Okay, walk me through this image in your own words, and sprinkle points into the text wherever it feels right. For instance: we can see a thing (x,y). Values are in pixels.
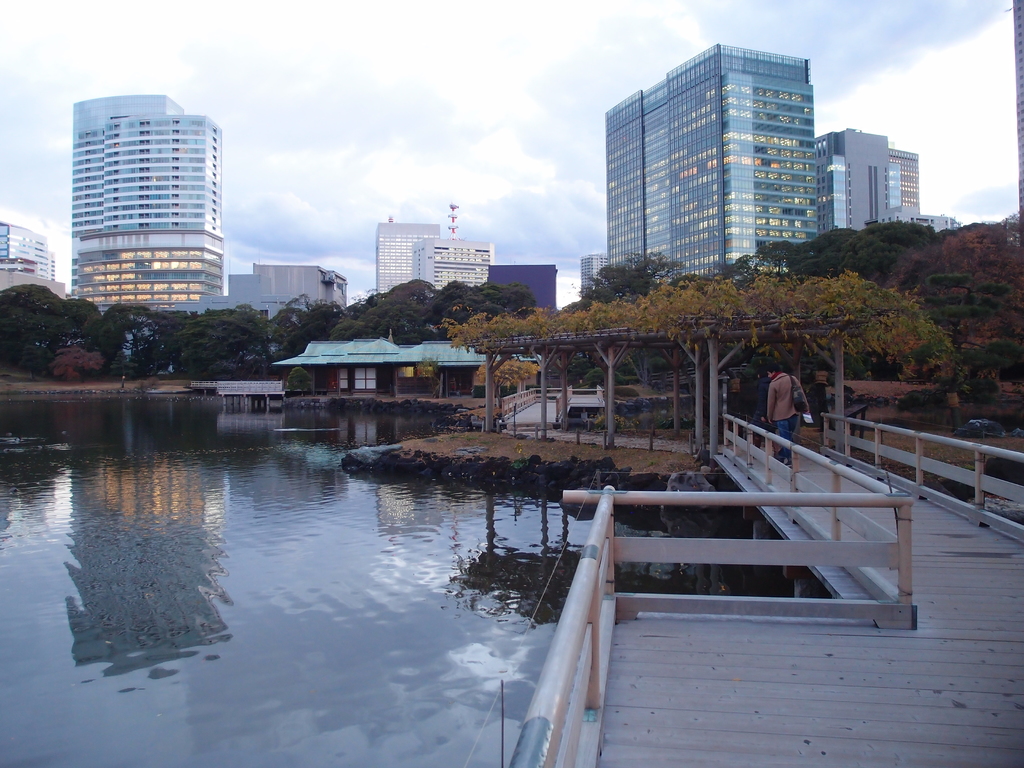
In this picture in the front (445,592) there is a bridge (797,630) and there is water (308,553). In the center (596,352) there is a person (782,435) walking, there is a shelter (609,352). In the background (321,326) there are buildings (672,77), trees (61,333) and the sky (550,126) is cloudy.
